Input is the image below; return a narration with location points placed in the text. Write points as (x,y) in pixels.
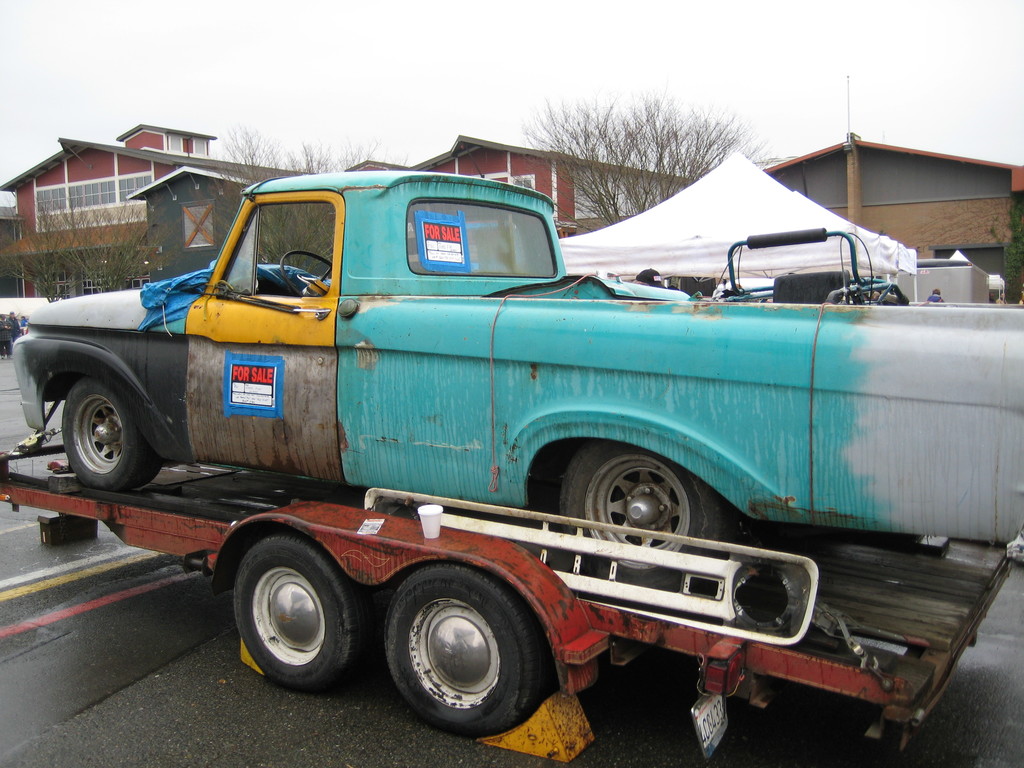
In the center of the image (478,432) there is a car (373,466) on the trailer (315,594). In the background (46,288) we can see trees (42,273), tent (771,218), buildings (176,148) and sky (412,69).
